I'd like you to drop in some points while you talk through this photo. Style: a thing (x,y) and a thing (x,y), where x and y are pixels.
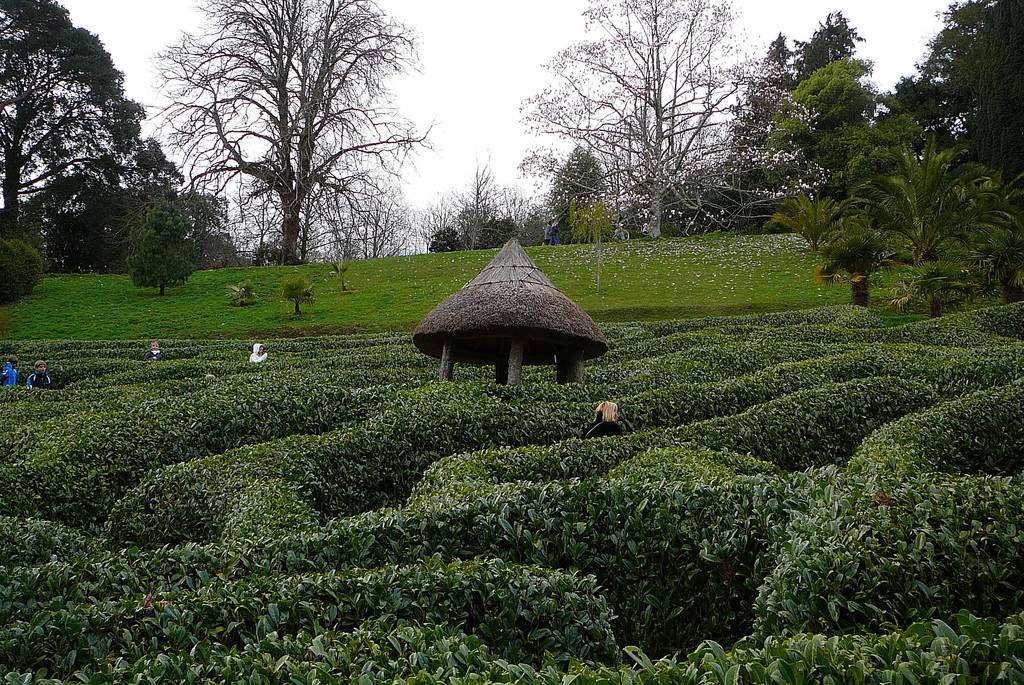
In this image I can see in the middle (509,435) there are bushes (566,529), on the left side (29,375) two persons (42,375) are there. At the back side (211,223) there are trees (474,232), at the top (507,59) it is the cloudy sky (539,44). In the middle (547,345) it looks like a hut (507,356).
